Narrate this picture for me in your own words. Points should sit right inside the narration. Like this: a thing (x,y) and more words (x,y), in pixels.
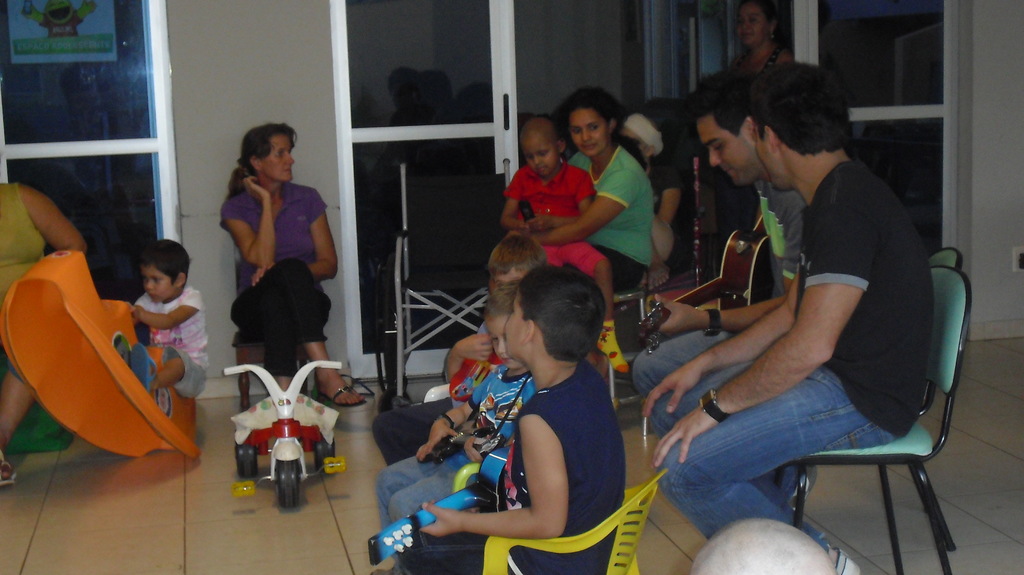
In this picture we can see a group of people (232,209) sitting on the chairs (940,262) and a kid (164,331) playing with toy (181,403) and a person (753,316) on the right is playing the guitar (690,294).
